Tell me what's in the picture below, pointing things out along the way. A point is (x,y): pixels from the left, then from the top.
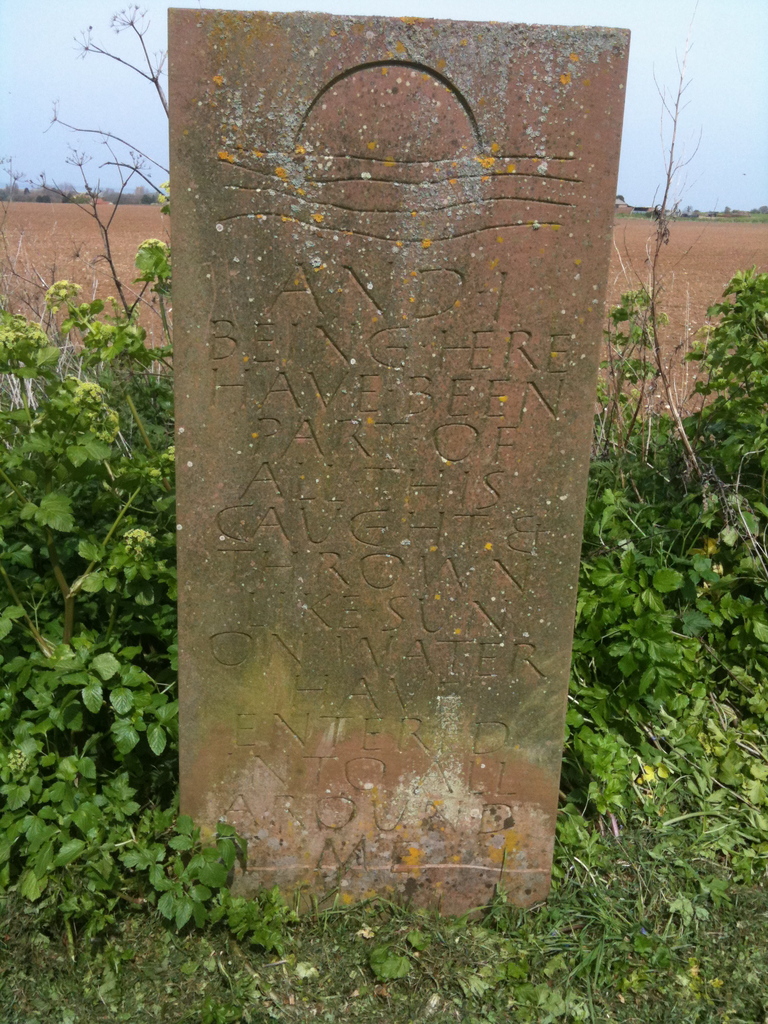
In this image we can see a stone (539,101) with some text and there are some plants (603,747) on the ground (682,340) and in the background (725,45) we can see the sky (716,55).
